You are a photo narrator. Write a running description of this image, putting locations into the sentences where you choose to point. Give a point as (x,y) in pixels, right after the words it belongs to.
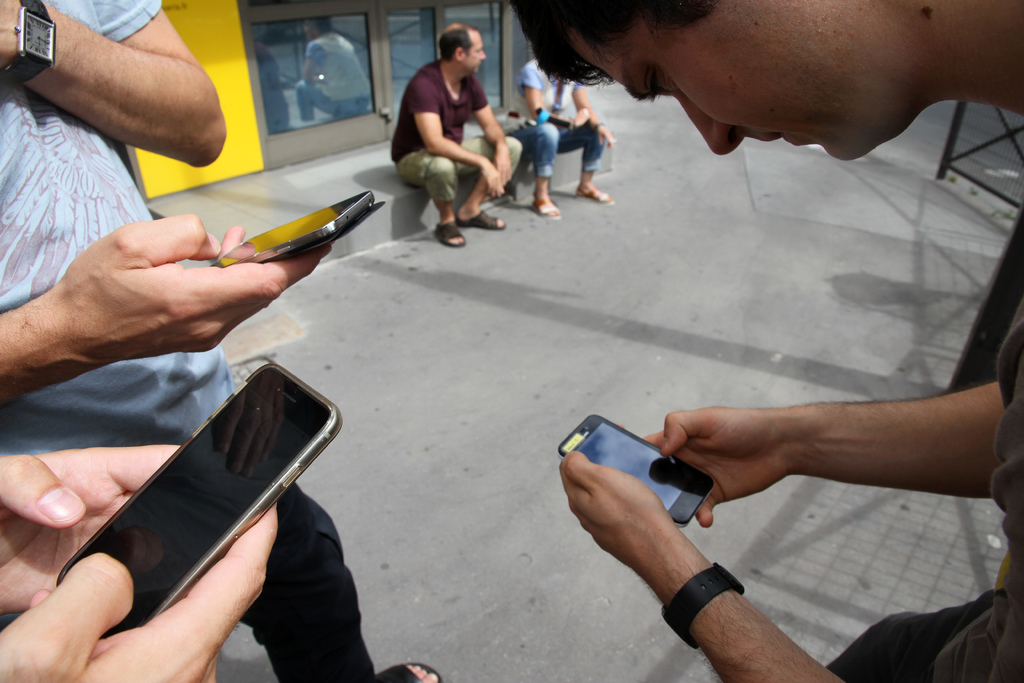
In this image we can see this people (199,326) are holding mobile phones (319,408) in their hands (655,505). In the background (442,123) we can see this people (519,143) are sitting.
